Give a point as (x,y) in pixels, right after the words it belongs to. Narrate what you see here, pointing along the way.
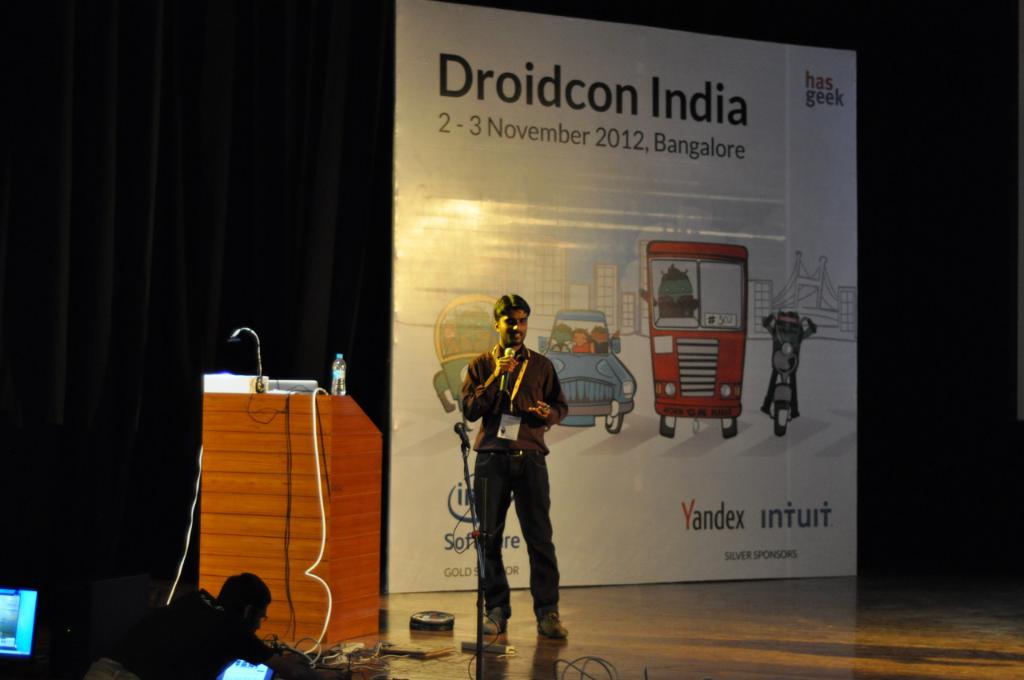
In this image there is a man (199,632) towards the bottom of the image (181,635), there is a man (497,468) standing and holding a microphone (506,378), there is a stand (480,544), there is a screen (254,669) towards the bottom of the image (241,673), there is a screen (17,610) towards the left of the image (13,620), there is a podium (275,491), there are objects (283,389) on the podium (270,398), there are wires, there are objects (436,623) on the ground (464,617), there is a board (588,299), there is text (600,116) and number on the board (567,353), there is a curtain (130,143) towards the background of the image (266,261).
